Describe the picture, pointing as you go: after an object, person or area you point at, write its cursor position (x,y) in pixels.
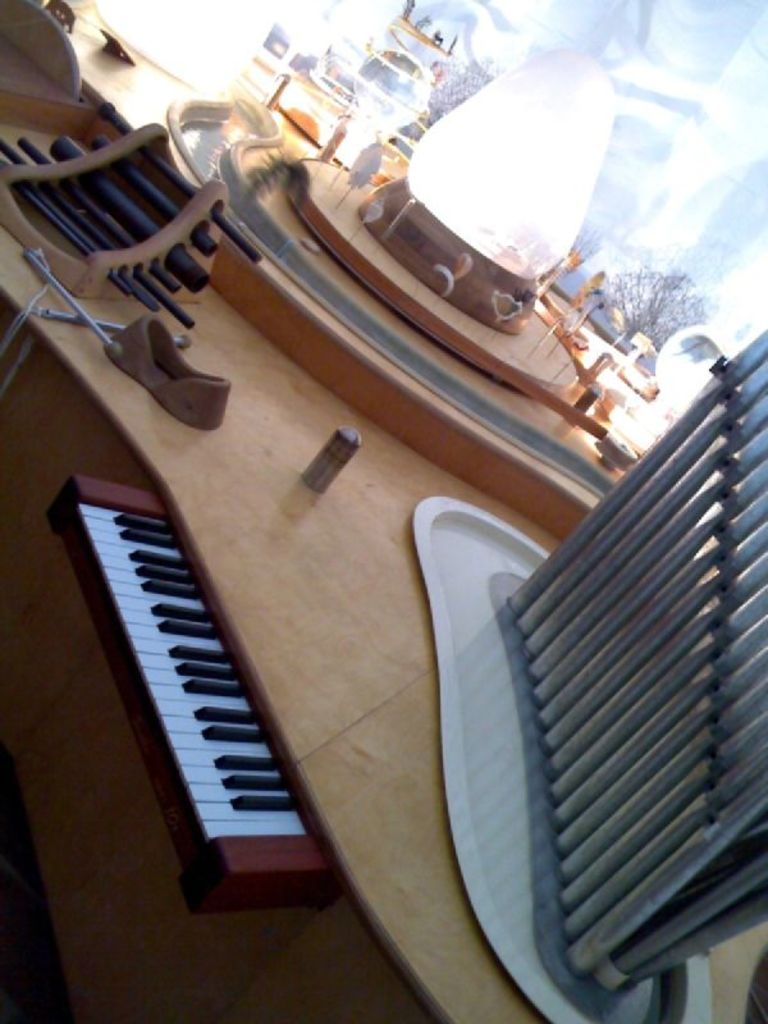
On this table (402,744) we can able to see piano keyboard (203,645) with keys (158,674) in black and white color, musical instruments (651,611) with rods (656,622) and a bare trees (651,277).
